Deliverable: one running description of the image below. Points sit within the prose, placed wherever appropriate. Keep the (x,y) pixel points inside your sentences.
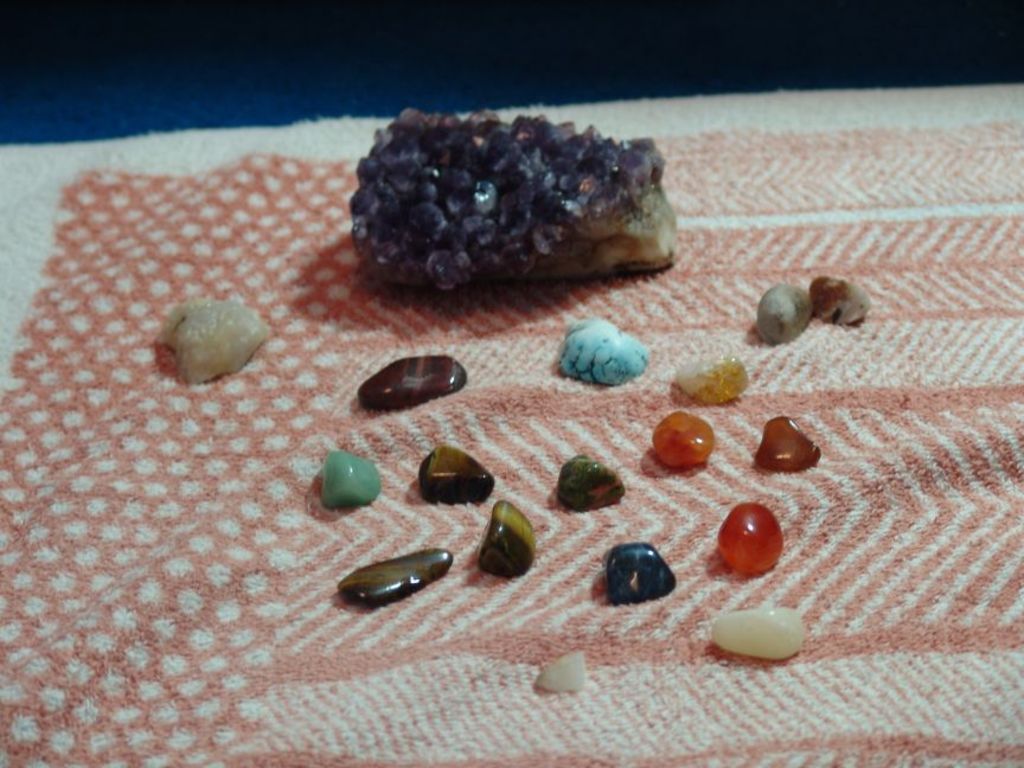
In this image there are clothes (365,660), on that cloths (708,627) there are color stones (417,160).
